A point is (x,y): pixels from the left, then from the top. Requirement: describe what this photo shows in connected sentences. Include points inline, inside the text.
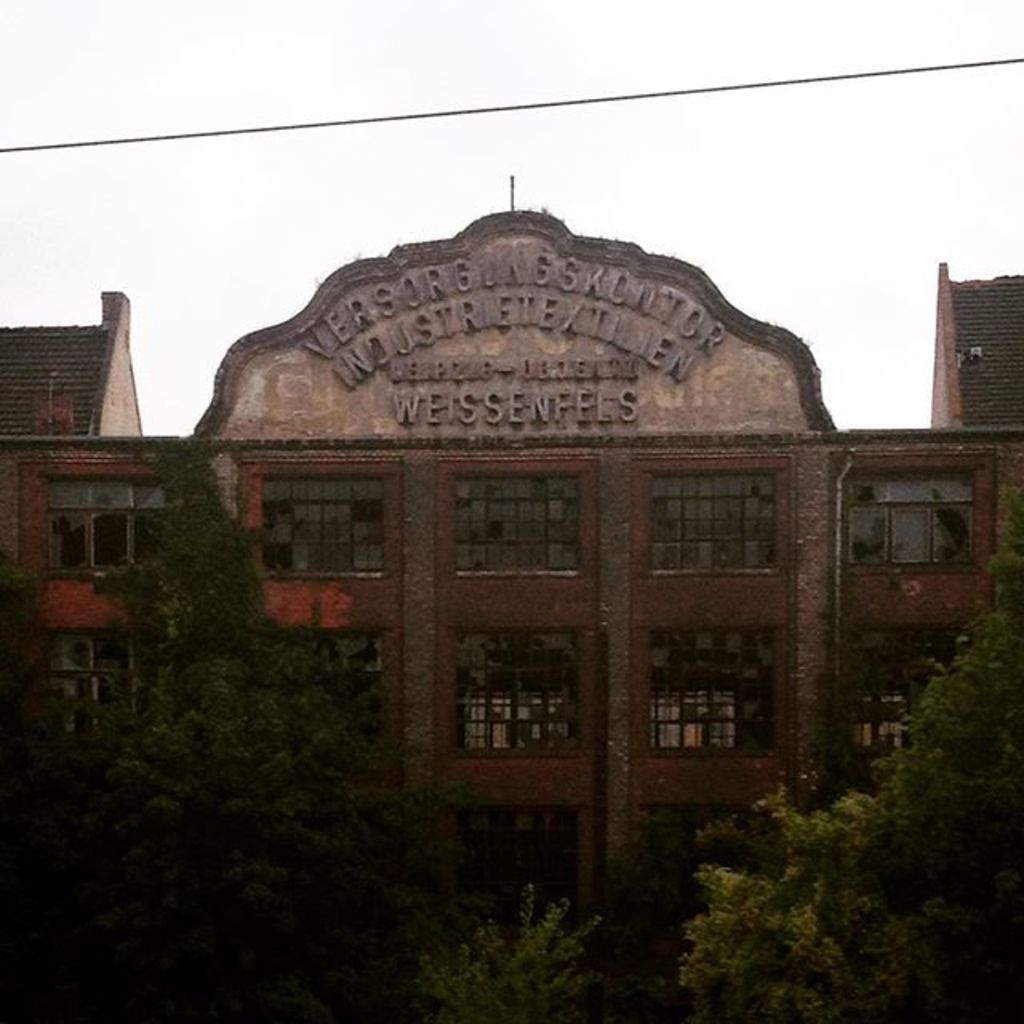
In the foreground of the image (894,916) we can see the trees (824,887). In the middle of the image (511,534) we can see the building (657,576), glass windows (697,553) and a text (504,411) written on it. On the top of the image (573,188) we can see the sky (692,180).
